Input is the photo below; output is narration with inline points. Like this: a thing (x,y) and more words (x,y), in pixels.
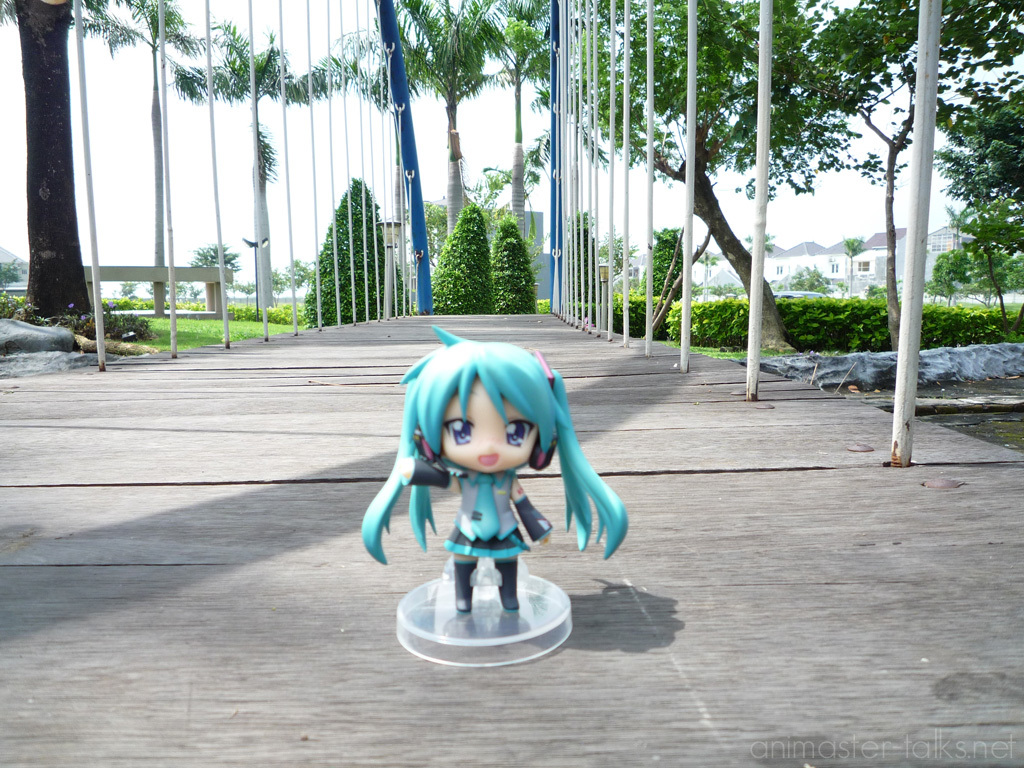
This image is taken outdoors. At the bottom of the image (182,535) there is a wooden platform (679,438). In the background (528,267) there are a few trees (455,282), plants (882,340), houses (836,276), poles (689,306) and a ground (204,325) with grass (151,321) on it. In the middle of the image (513,361) there is a toy (397,495) on the wooden platform (562,650). At the top of the image (8,46) there is a sky (8,46).
